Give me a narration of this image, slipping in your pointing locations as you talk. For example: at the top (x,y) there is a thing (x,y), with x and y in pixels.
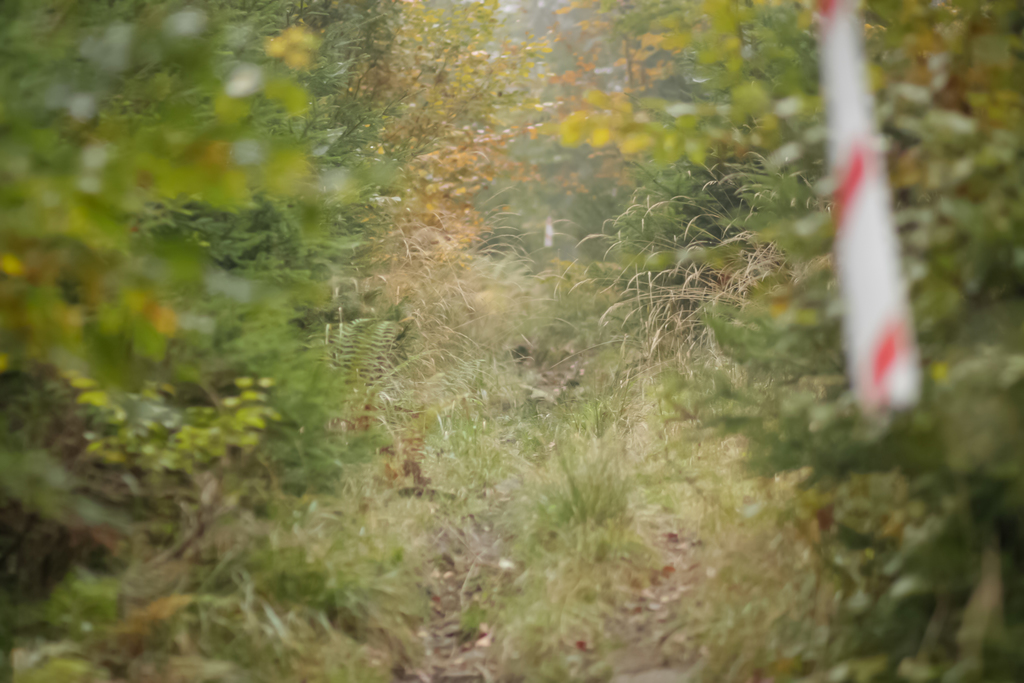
In this image there are plants (410,115), there is the grass (588,517), there is an object (859,184) towards the top of the image (857,119).
